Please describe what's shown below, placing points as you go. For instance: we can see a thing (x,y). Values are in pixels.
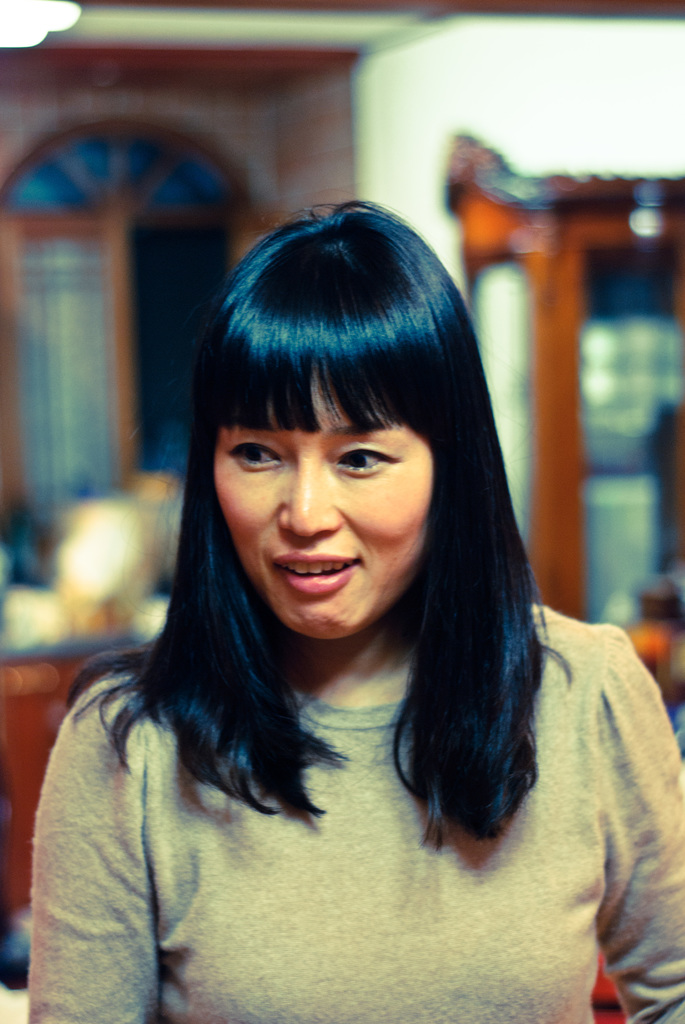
In this picture we can see a woman (358,652). There are wooden objects (37,656) in the background (568,465).
